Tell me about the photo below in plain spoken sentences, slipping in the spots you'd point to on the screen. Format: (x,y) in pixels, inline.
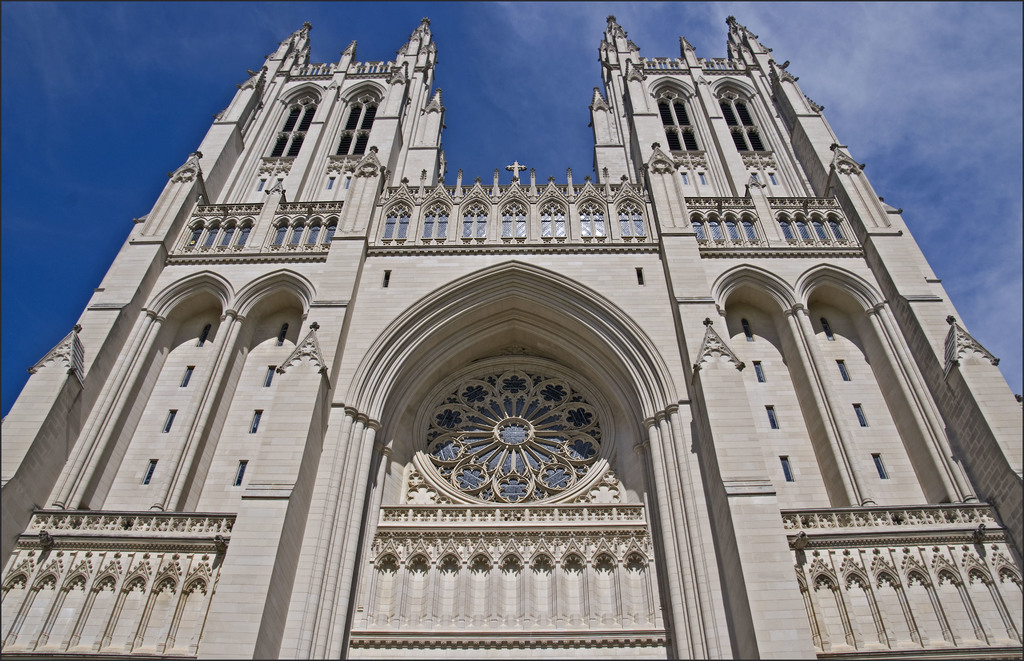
In the center of the image (513,274), we can see a building (593,307) and at the top (530,54), there is sky (660,55).
